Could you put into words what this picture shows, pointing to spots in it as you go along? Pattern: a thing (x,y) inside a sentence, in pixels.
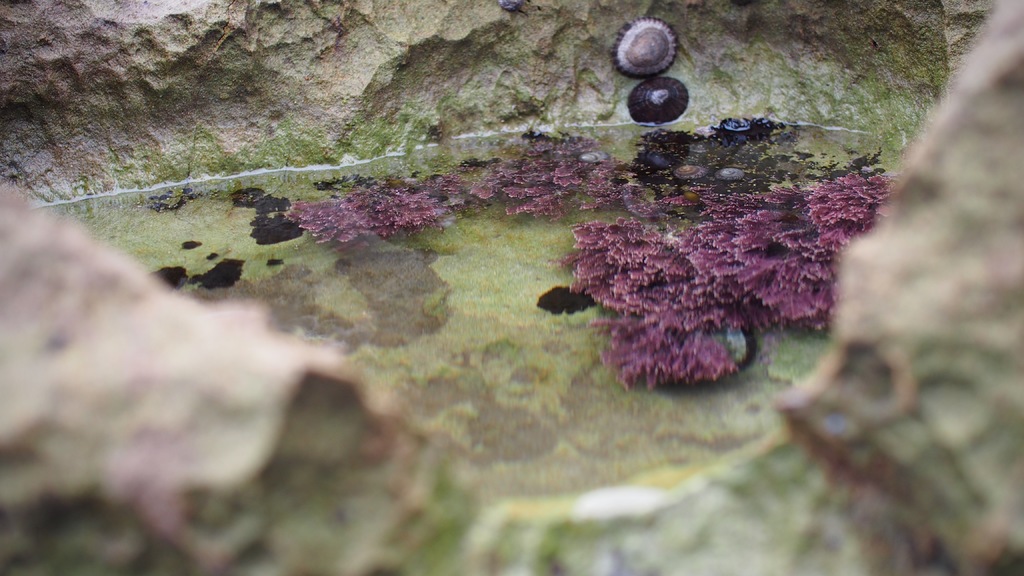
In this image I can see the water (468,266), few aquatic-plants (589,181) and the rock (316,132).
